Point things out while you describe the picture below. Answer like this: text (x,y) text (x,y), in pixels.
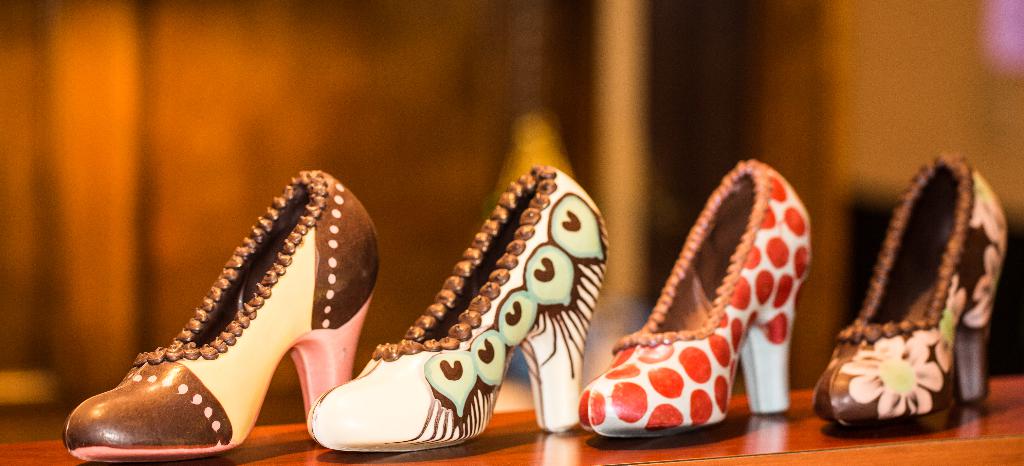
In this image in the foreground (942,293) there is footwear (258,342), and there is a blurry background (466,153).
